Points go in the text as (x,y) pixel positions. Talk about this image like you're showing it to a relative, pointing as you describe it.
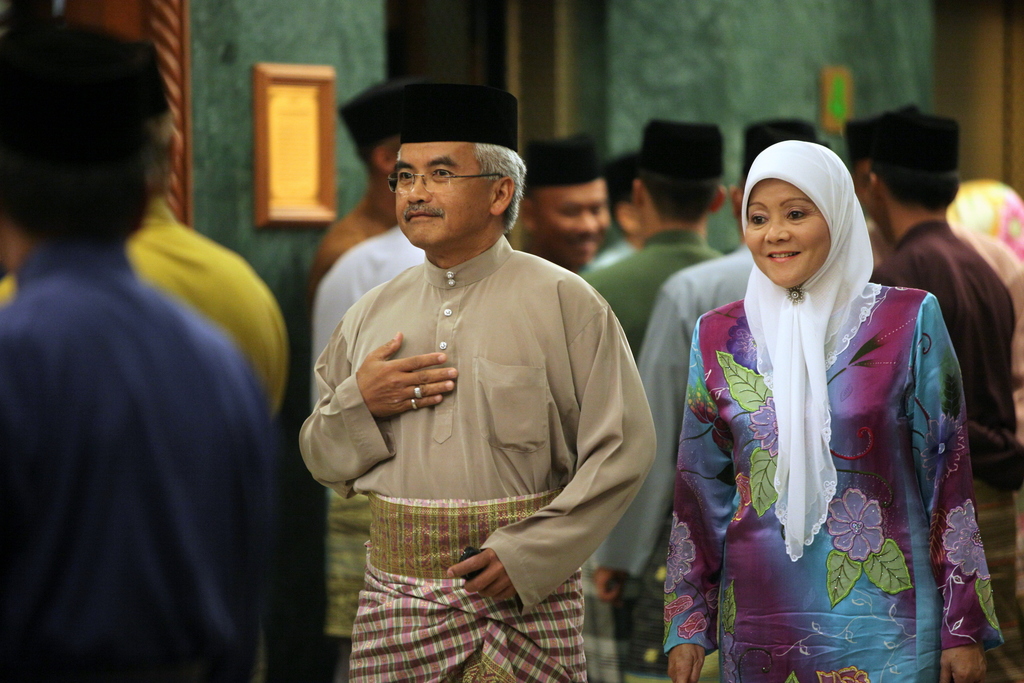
In this image, we can see a man (447,428) holding a mobile (466,563) and wearing a cap (475,118), glasses (447,182). Beside him there is a woman (782,495) wearing white scarf (786,435) and smiling. In the background (922,174) and left side of the image (174,414), we can see people (174,414). At the top of the image (842,92), we can see frames (826,83) on the wall (670,80).
